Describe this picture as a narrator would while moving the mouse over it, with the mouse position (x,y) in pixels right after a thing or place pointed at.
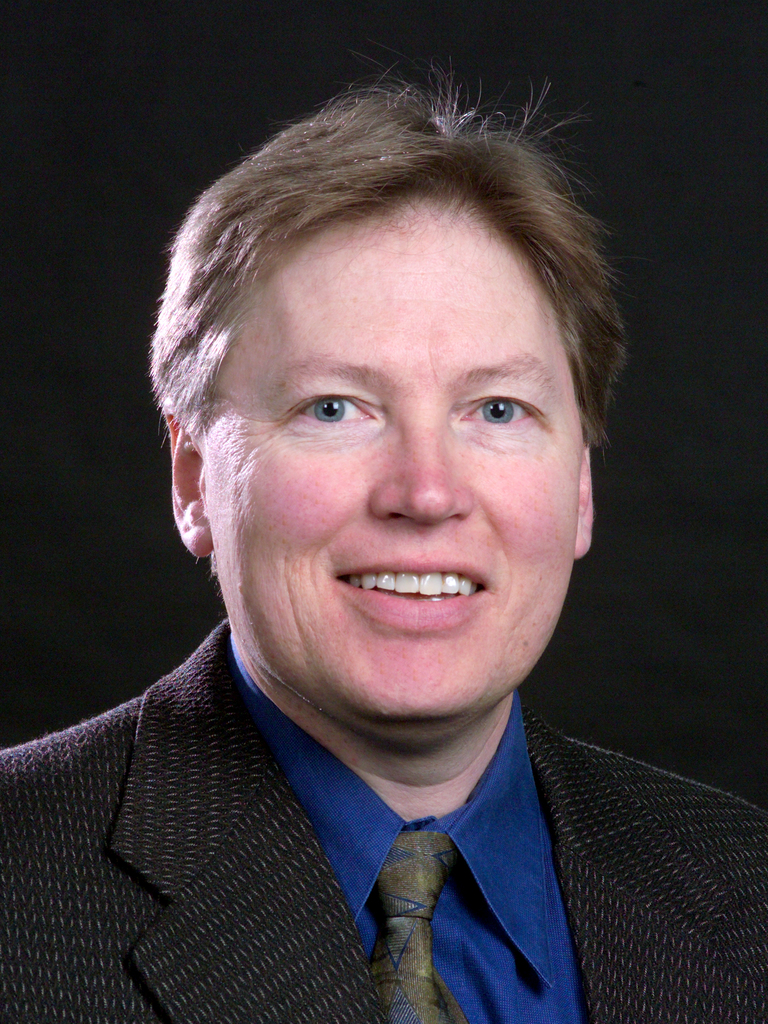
In this image we can see a person (349,523) with a smile (424,598) and he is wearing a suit (700,949).
